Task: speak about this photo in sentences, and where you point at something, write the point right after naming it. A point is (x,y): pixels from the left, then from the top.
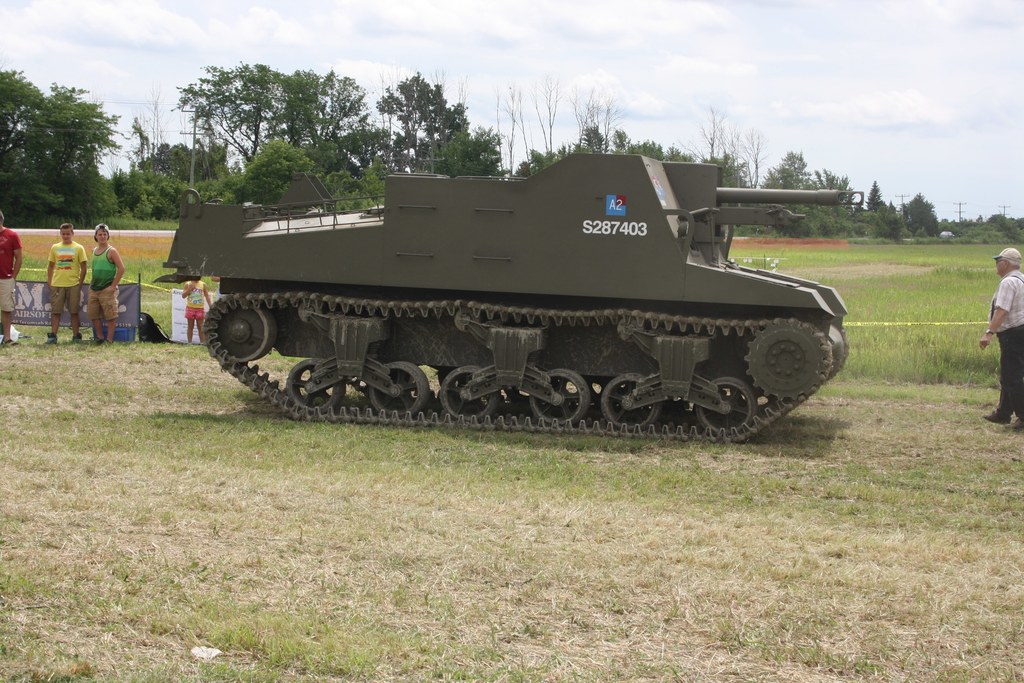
In this picture I can see a tank (435,331) on the ground (437,432). Here I can see some people (997,308) are standing. In the background (432,140) I can see trees (455,115) and the sky (501,71). Here I can see the grass (228,563).
